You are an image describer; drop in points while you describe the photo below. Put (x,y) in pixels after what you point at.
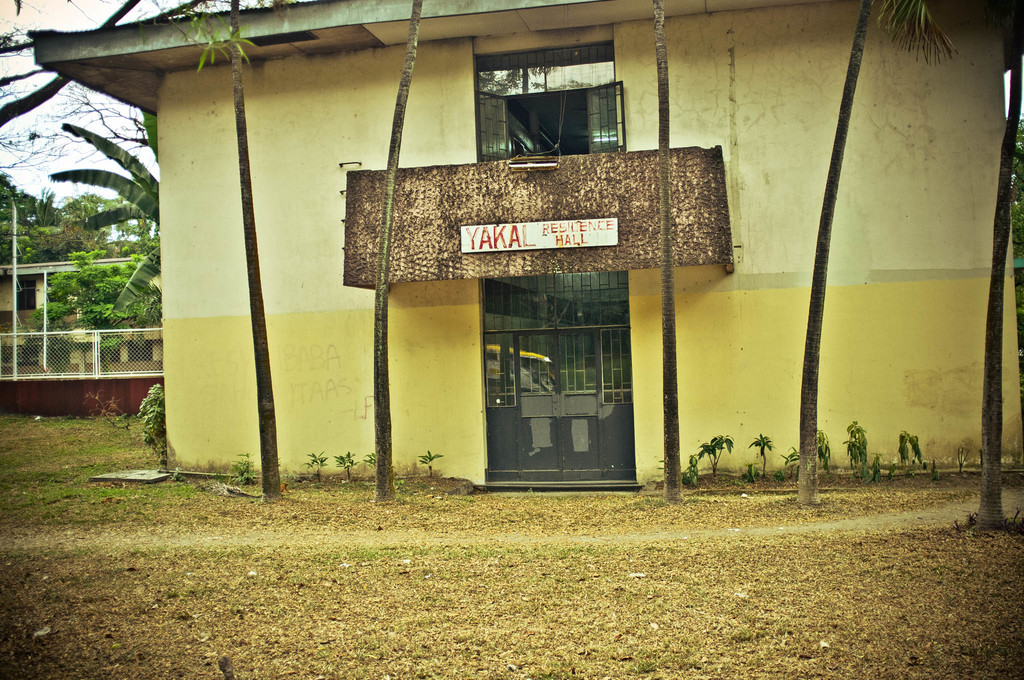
In this image I can see there is a building (564,400) and it had a door (564,400), there are few trees (118,316), there is a fence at the left side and the sky (27,122) is clear.
